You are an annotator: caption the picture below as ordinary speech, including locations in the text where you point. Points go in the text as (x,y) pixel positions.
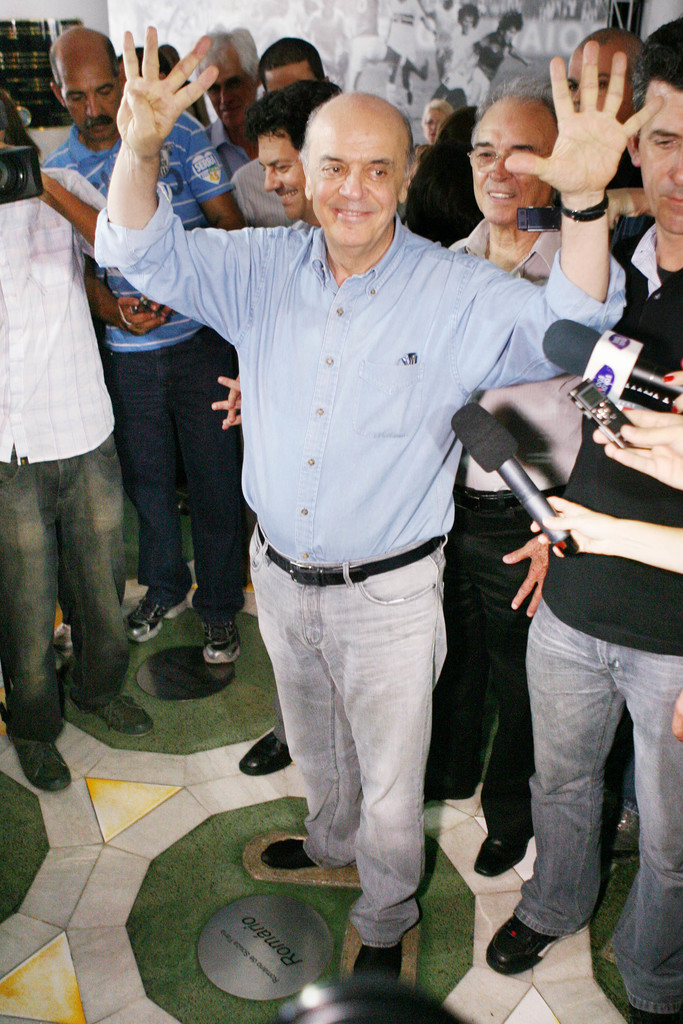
In front of the image there are people (300,720) standing on the floor (343,916). On the right side of the image (679,562) there are a few people (647,447) holding the mikes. In the background of the image (392,95) there is a board (465,97). On the left side of the image (14,30) there is some object (14,30) on the wall (58,137).
